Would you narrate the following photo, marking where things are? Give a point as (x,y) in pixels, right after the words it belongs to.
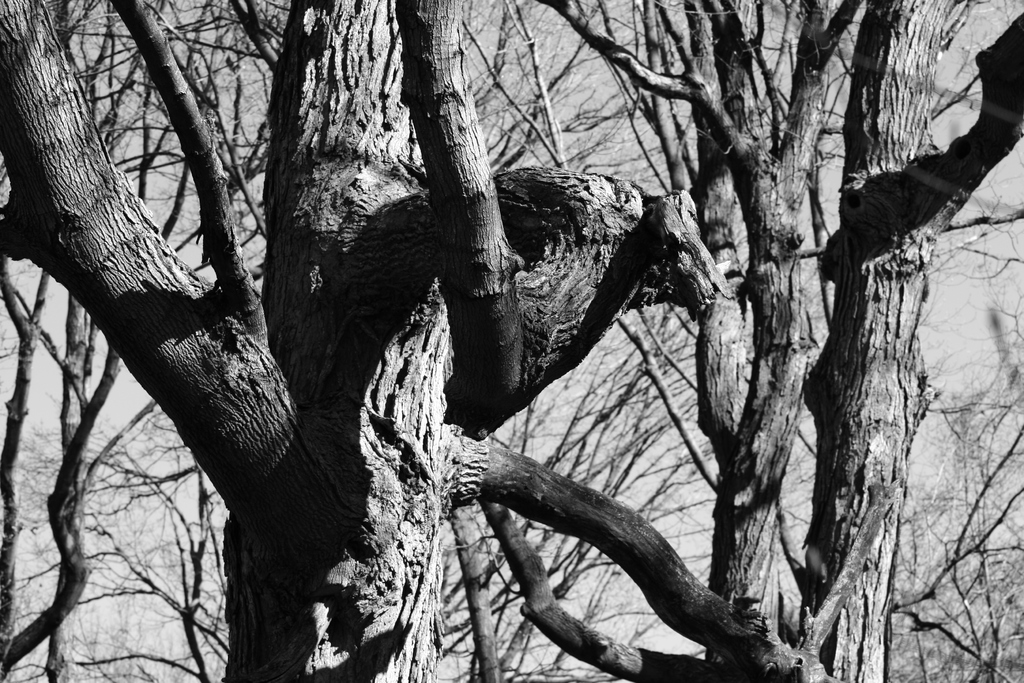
It is a black and white image. In this image there are trees (312,346).
